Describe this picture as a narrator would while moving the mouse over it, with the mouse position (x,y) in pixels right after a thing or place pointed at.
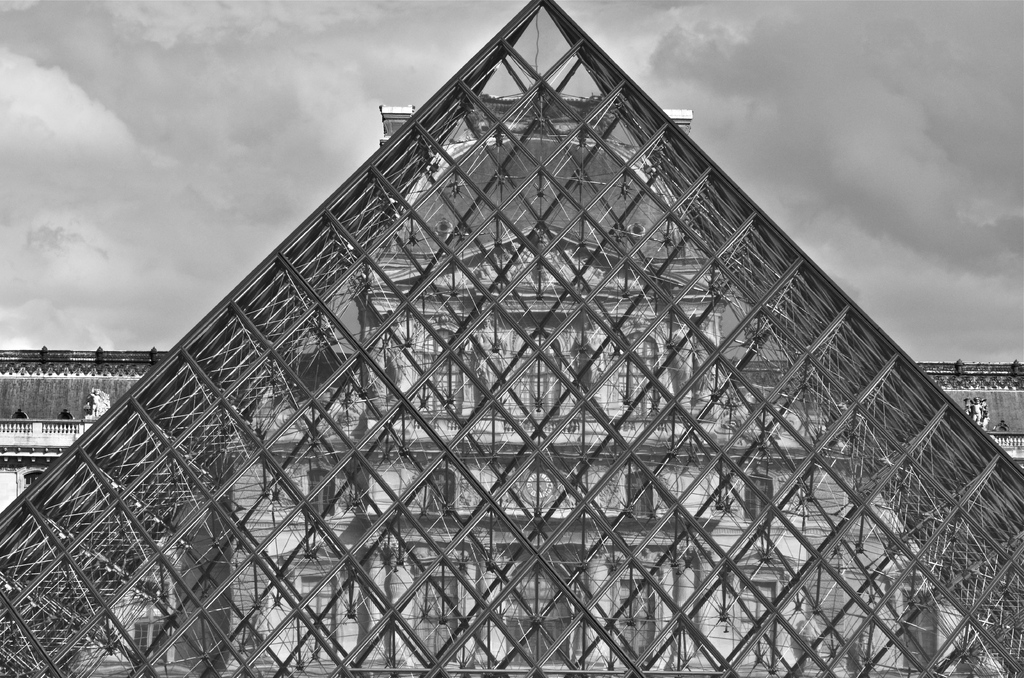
This is black and white image in this image there is an architecture (232,305), in the background (74,261) there is sky (821,36).
